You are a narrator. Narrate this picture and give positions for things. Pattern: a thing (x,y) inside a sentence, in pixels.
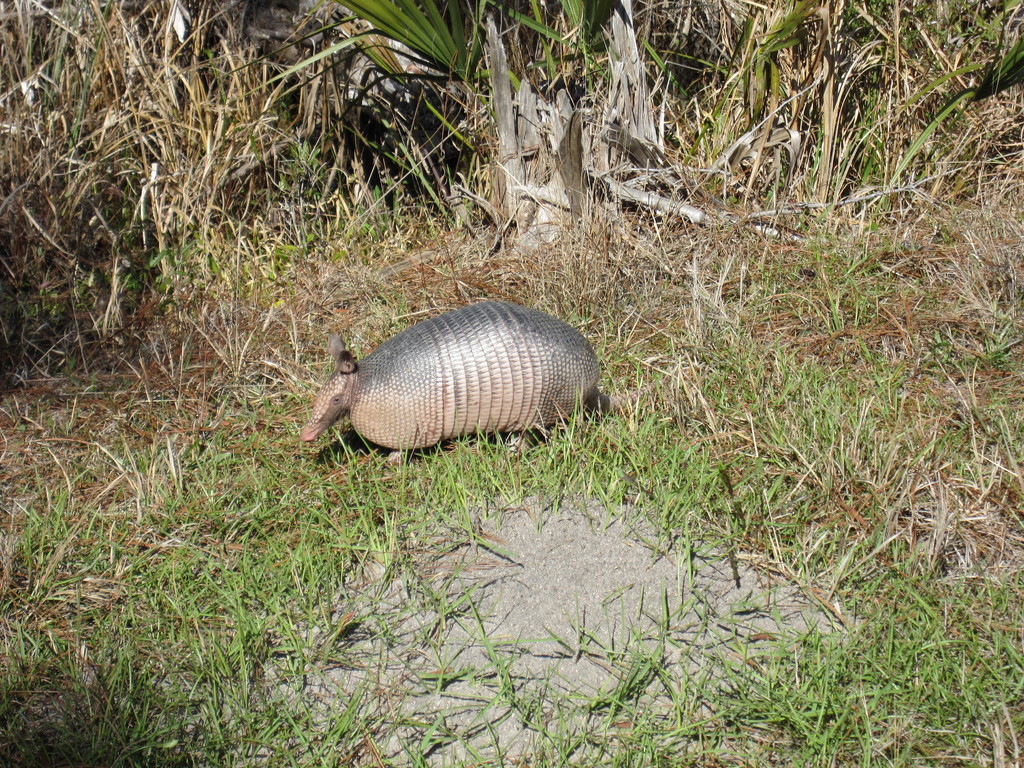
In this image, we can see an animal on the grass (818,728) and there are some plants (676,89).
